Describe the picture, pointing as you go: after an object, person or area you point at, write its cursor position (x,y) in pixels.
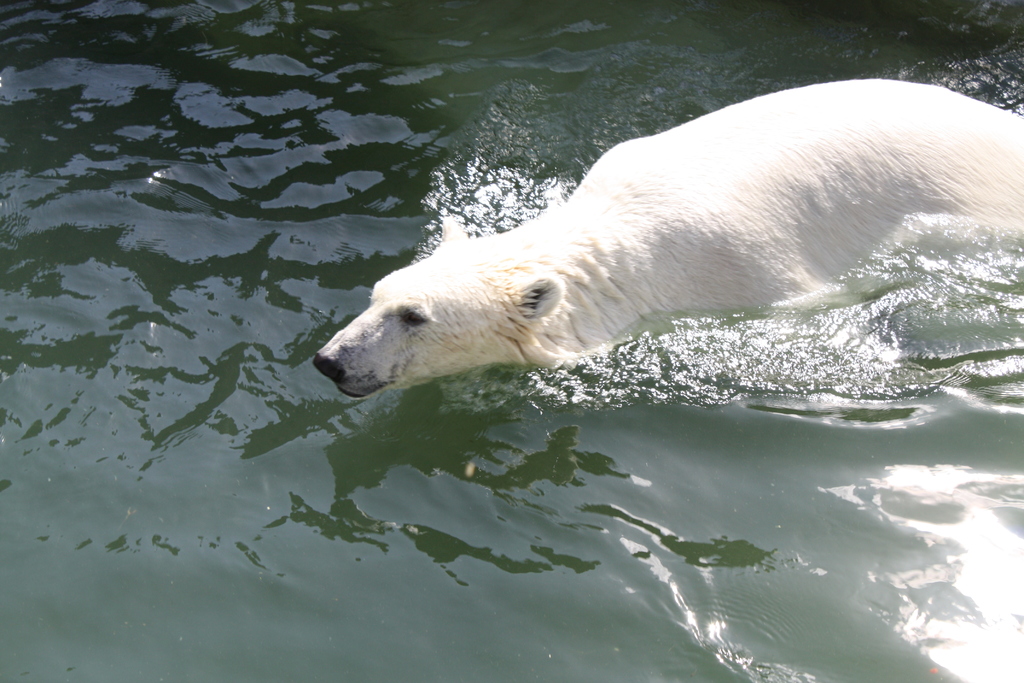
In this image we can see a polar bear (764,194) swimming in the water (437,399).
